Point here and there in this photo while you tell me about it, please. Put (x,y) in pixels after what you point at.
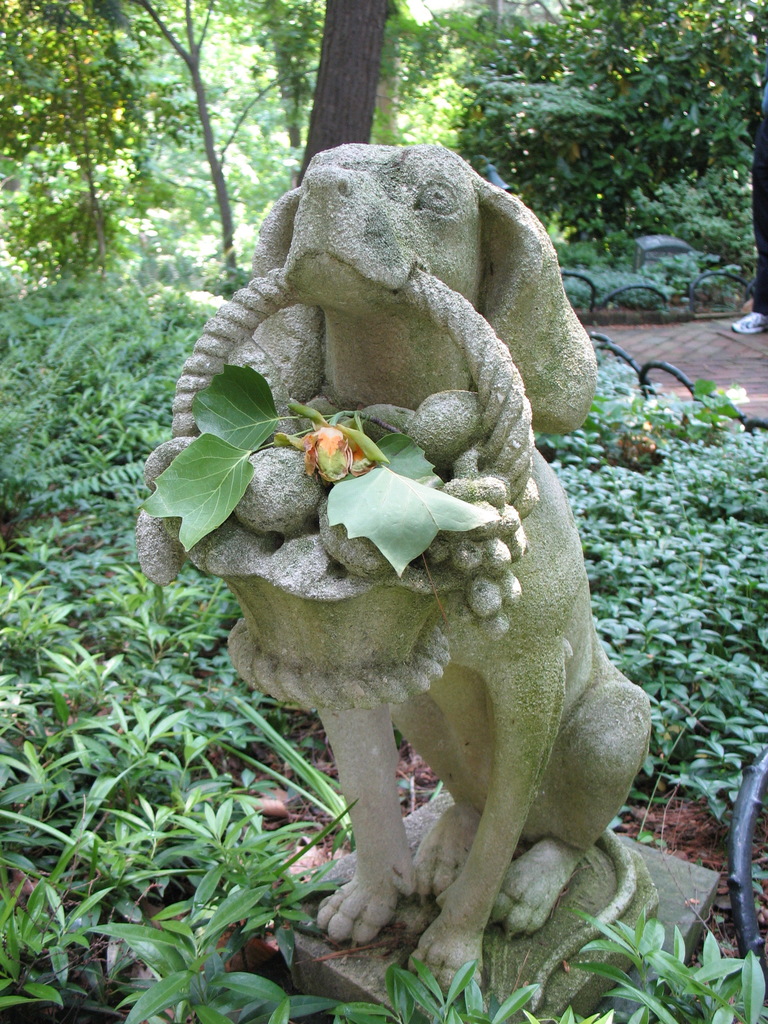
This image consists of a sculpture (402,597) made up of rock (311,673) of a dog (411,860). At the bottom (125,913), there are small plants (123,648). In the background (206,100), there are trees (238,94).
